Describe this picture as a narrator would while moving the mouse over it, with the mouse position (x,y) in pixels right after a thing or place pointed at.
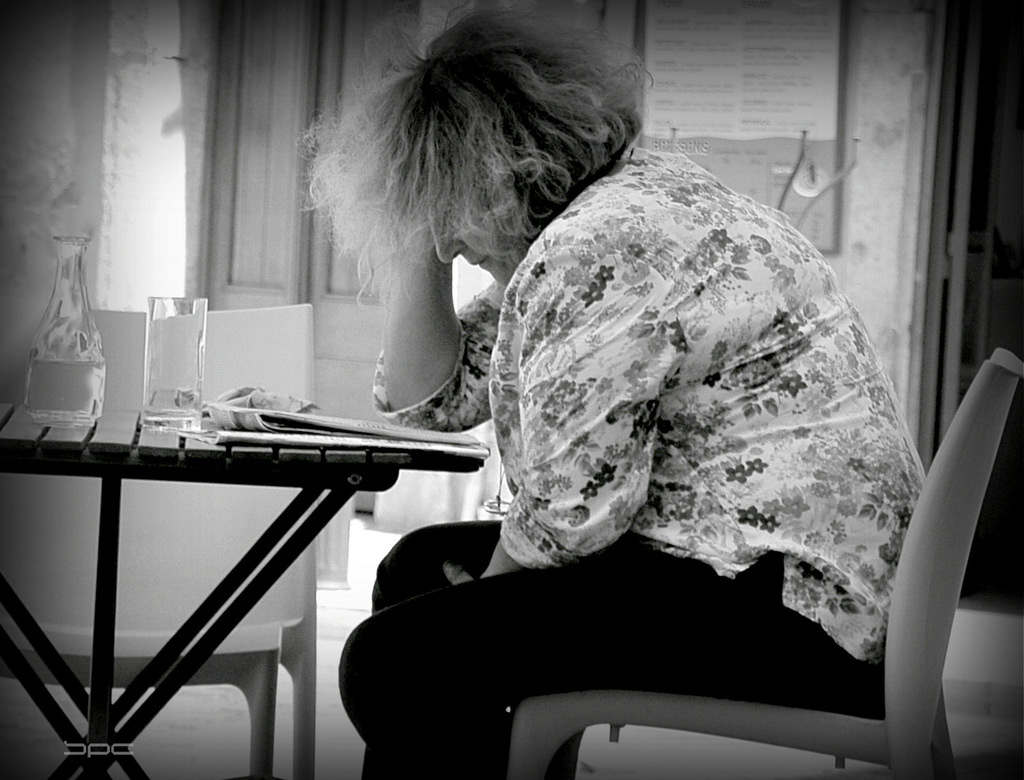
This is of a black and white picture. This is a small table (88,432) with a water bottle (78,333) and a tumbler (164,408) and a news paper (249,430) placed on it. There is a woman (431,409) sitting on the chair (937,600).
